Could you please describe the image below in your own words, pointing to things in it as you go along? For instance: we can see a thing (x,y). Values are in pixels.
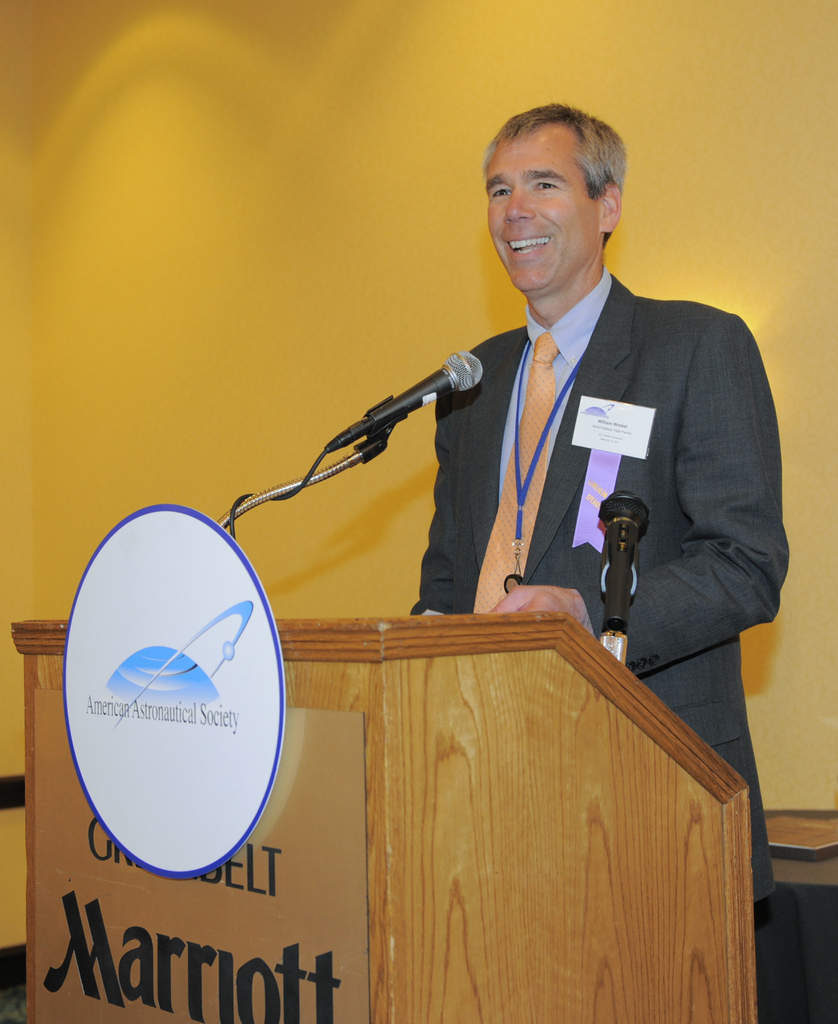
In this picture we can see a man (635,344), in front of him we can see a podium (459,625), mics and in the background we can see the wall (455,344).
